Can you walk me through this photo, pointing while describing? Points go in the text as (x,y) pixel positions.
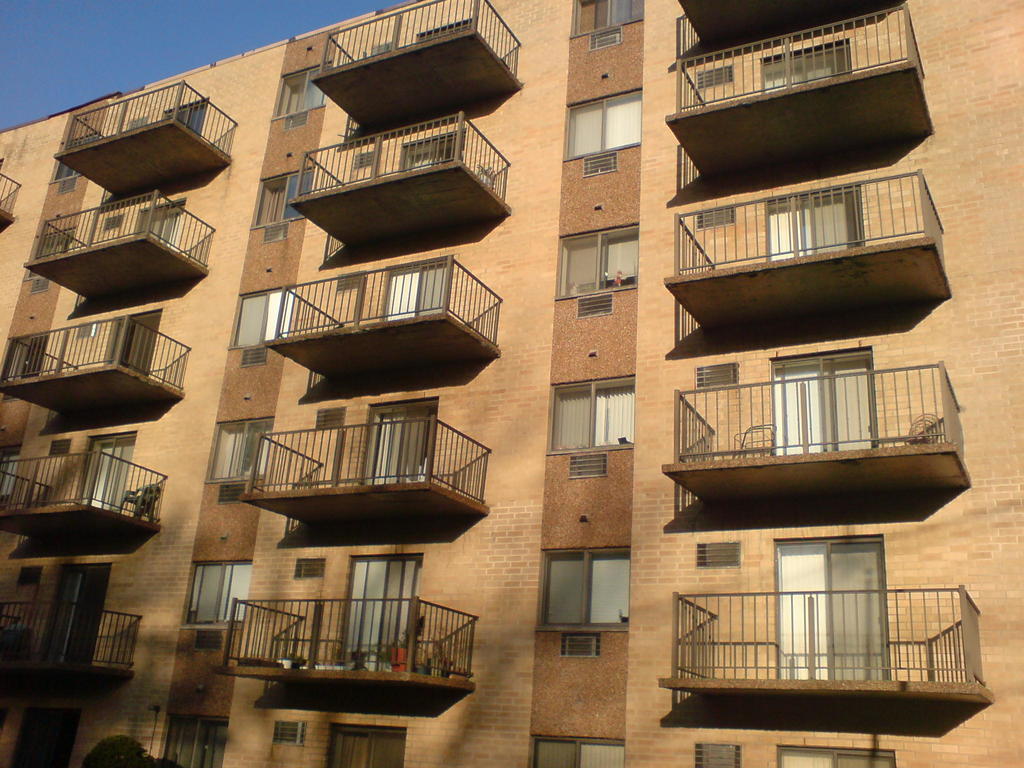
In this image we can see the building (295,391) with the windows (581,593) and also doors (79,580). We can also see the chair (149,500). Sky (89,70) is also visible.
